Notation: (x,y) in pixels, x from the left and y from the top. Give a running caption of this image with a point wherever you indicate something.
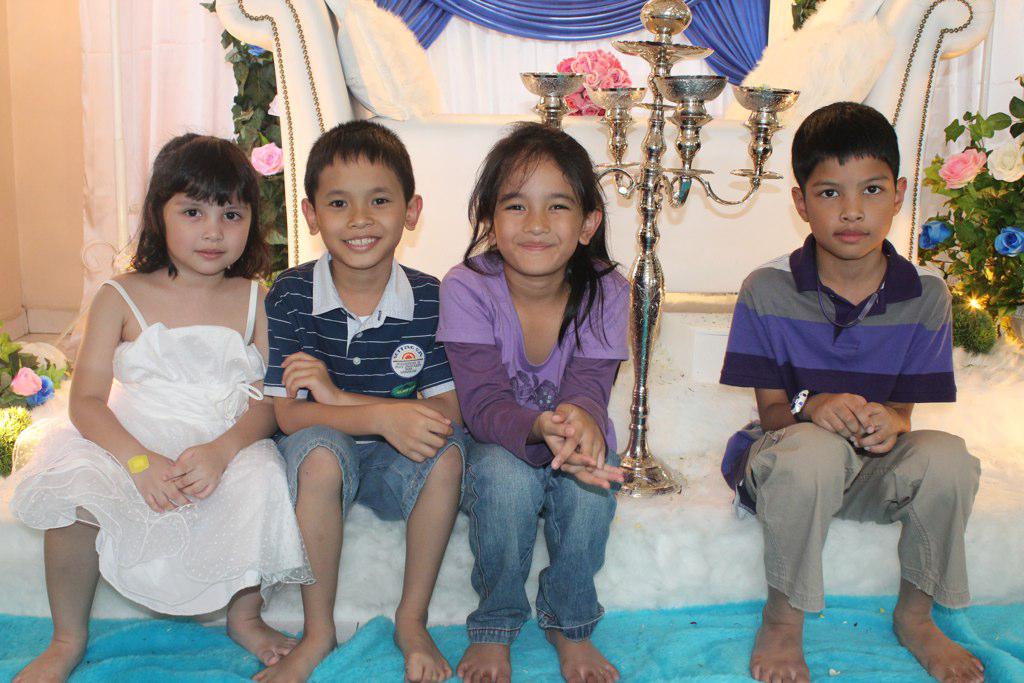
In the image we can see there are four children (802,402) sitting, they are mostly smiling and they are wearing clothes (343,379). There is a sofa (497,135), white in color, flower plant (979,209) and this is a candle stand (684,146).
